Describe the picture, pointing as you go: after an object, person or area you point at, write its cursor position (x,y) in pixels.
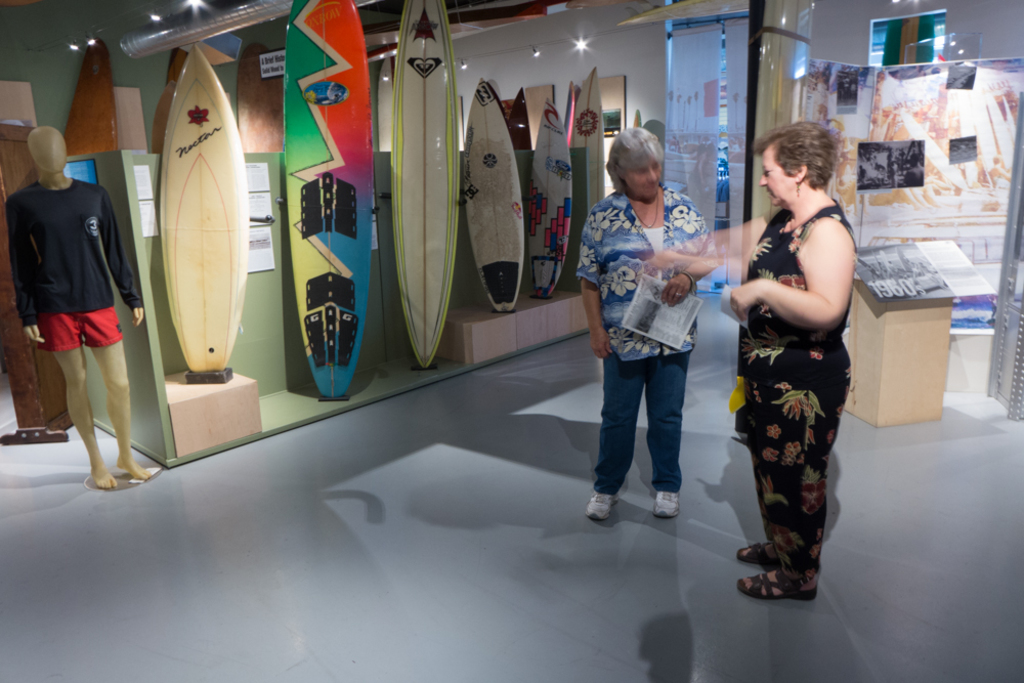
In store (172,333) there is a mannequin (63,351) and beside that there are different types of surfing pads (346,109), in the center of the store (698,405) there are two people (683,287) standing and talking to each other, the image is captured directly in the open room (463,575).
